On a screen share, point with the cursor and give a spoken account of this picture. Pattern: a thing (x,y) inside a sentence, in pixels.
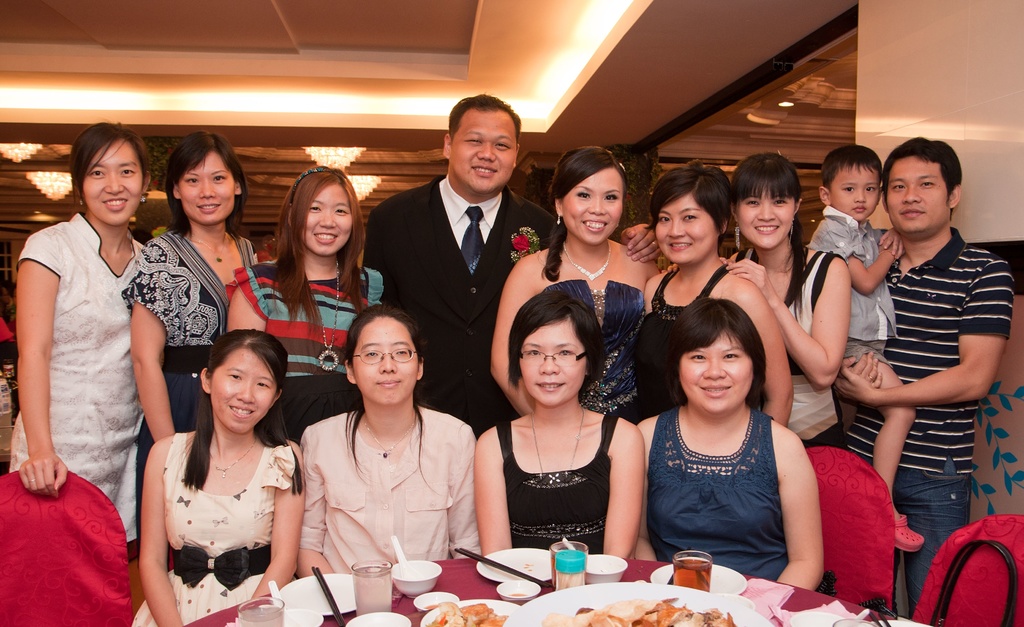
In this image there are group of people (455,515) sitting on the chairs (118,569) and standing and smiling, and there are bowls (596,575), spoons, plates (546,571), glasses (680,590) on the table (822,603), and in the background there are chandeliers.
